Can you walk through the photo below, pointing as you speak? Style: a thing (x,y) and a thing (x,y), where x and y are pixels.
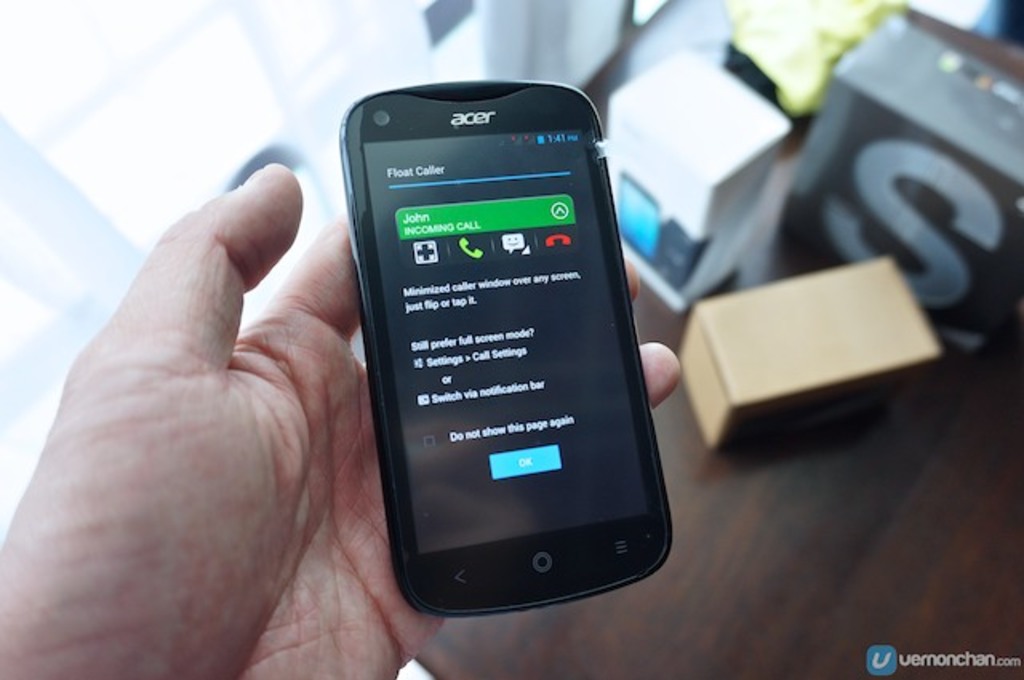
In this image we can see a person's hand (142,390) holding a mobile (517,290) and there are cartons (695,245) placed on the table (890,571). In the background (214,175) there is a window (160,164).
